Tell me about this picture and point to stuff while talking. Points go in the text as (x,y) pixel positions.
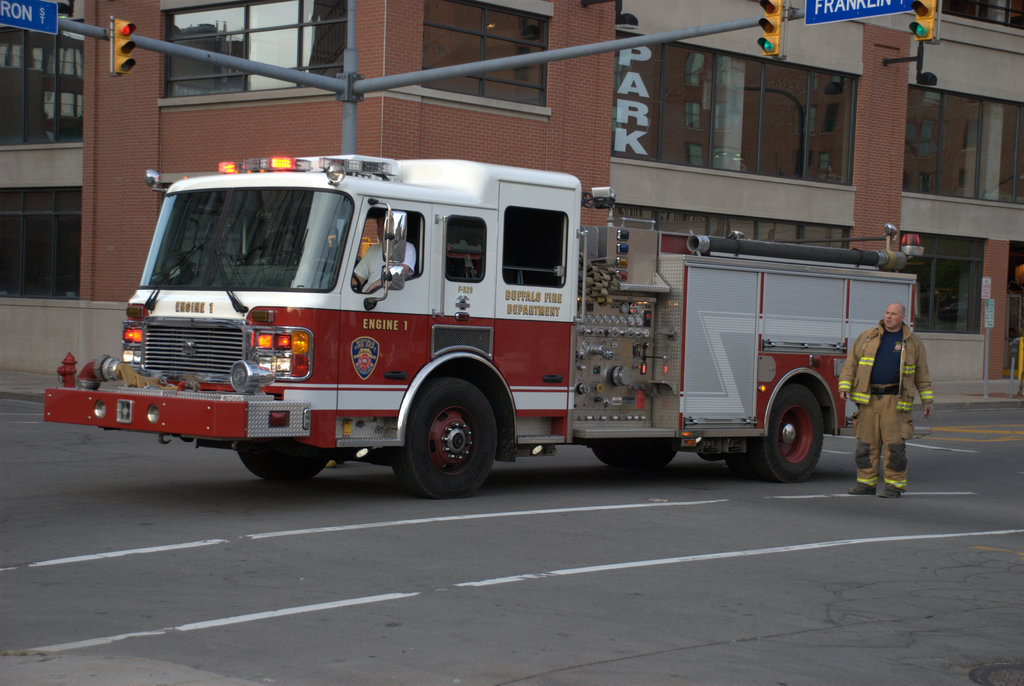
In this picture there is a white and red color fire engine truck (397,385), parked on the road (801,521). On the right side (890,360) there is a man (855,390) wearing a brown color dress (897,444), standing and looking. Behind there is a brown color building (505,127) with glass windows (188,95) and a traffic signal pole (229,65).
